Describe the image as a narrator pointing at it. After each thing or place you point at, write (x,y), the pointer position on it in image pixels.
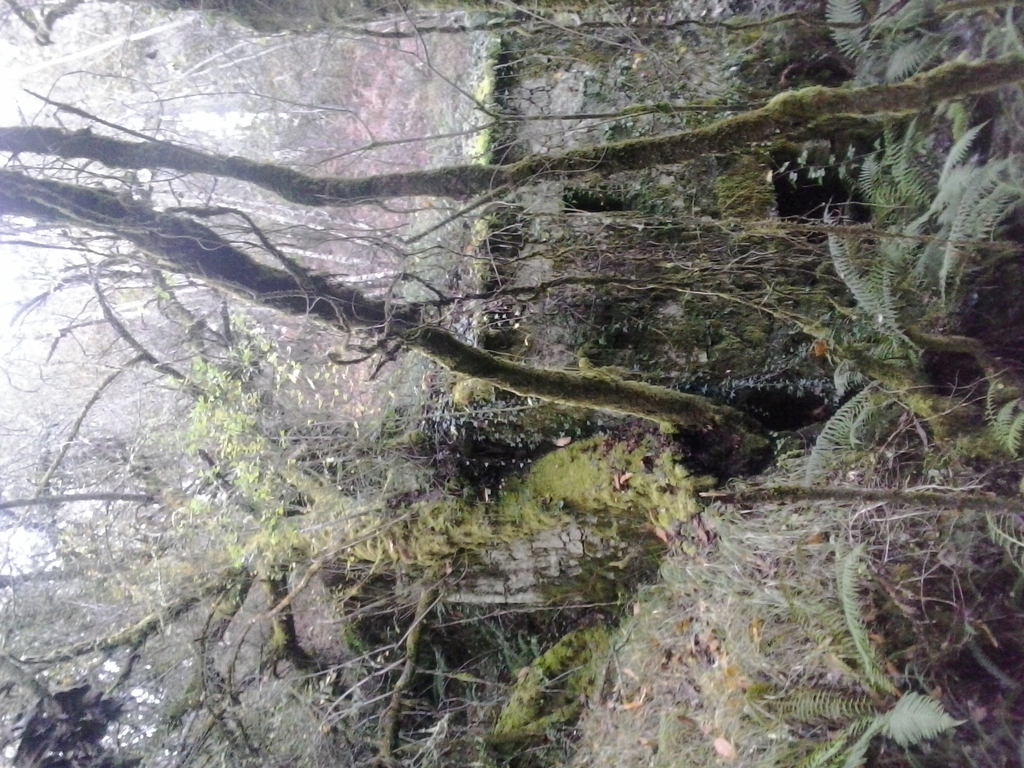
This picture shows few trees (284,645).
